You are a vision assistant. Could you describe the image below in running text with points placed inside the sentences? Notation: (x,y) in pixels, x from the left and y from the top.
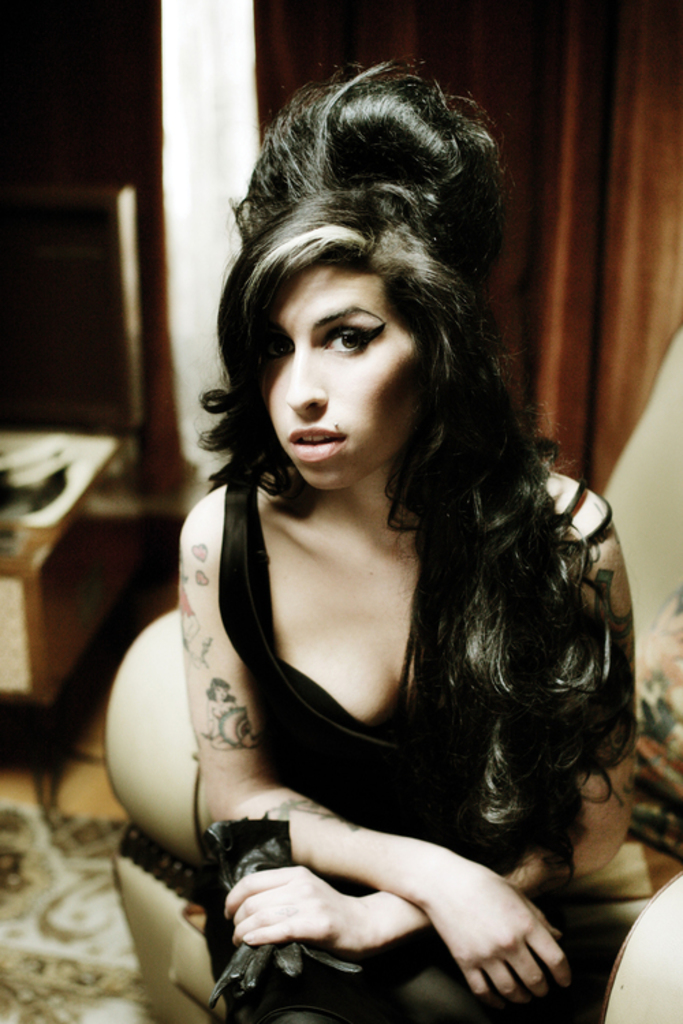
In this picture I can see there is a woman (443,526) sitting, she is wearing a black dress (278,714) and there is a couch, there is a curtain (572,34) and a carpet (58,882) on the floor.
